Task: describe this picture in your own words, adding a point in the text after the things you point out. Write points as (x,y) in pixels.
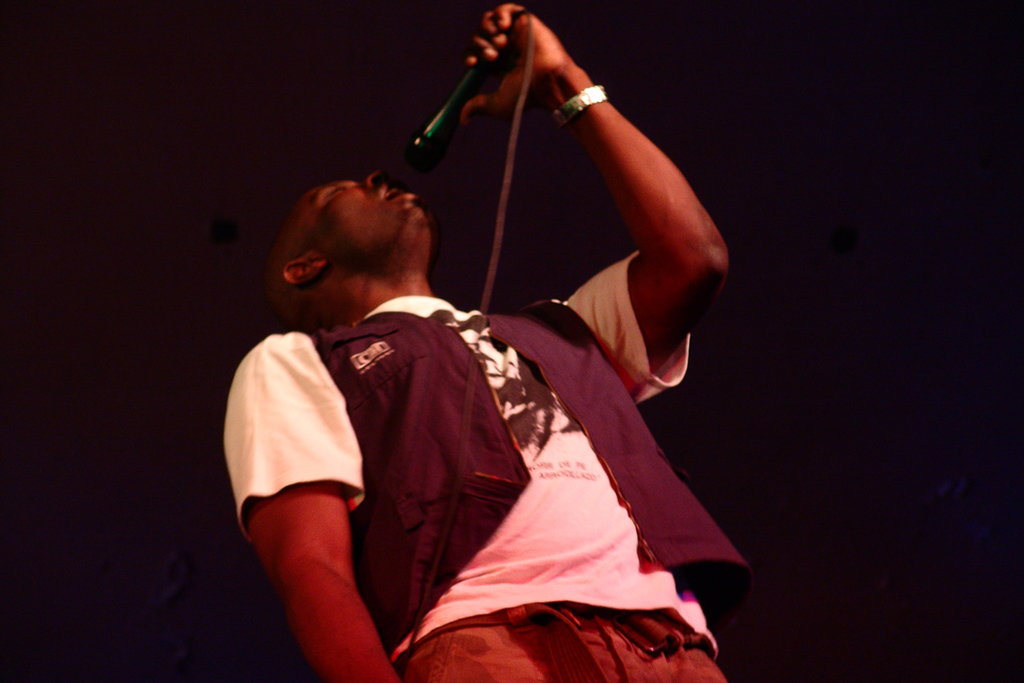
In the foreground of this image (539,451), there is a man (328,301) holding a mic (469,72) and there is a dark background (185,359).
